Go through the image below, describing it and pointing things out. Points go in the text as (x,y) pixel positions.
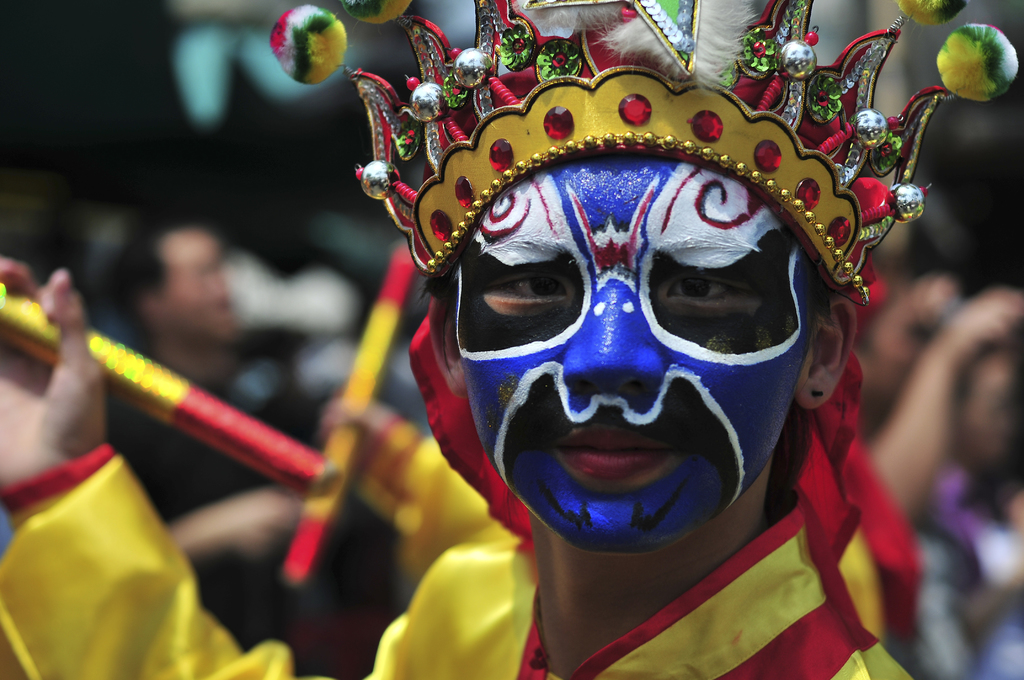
In this image I can see the person (539,615) and the person (534,615) is wearing yellow color dress (513,613) and I can see the painting (493,314) on the person's face (715,281) and I can see the blurred background (932,38).
